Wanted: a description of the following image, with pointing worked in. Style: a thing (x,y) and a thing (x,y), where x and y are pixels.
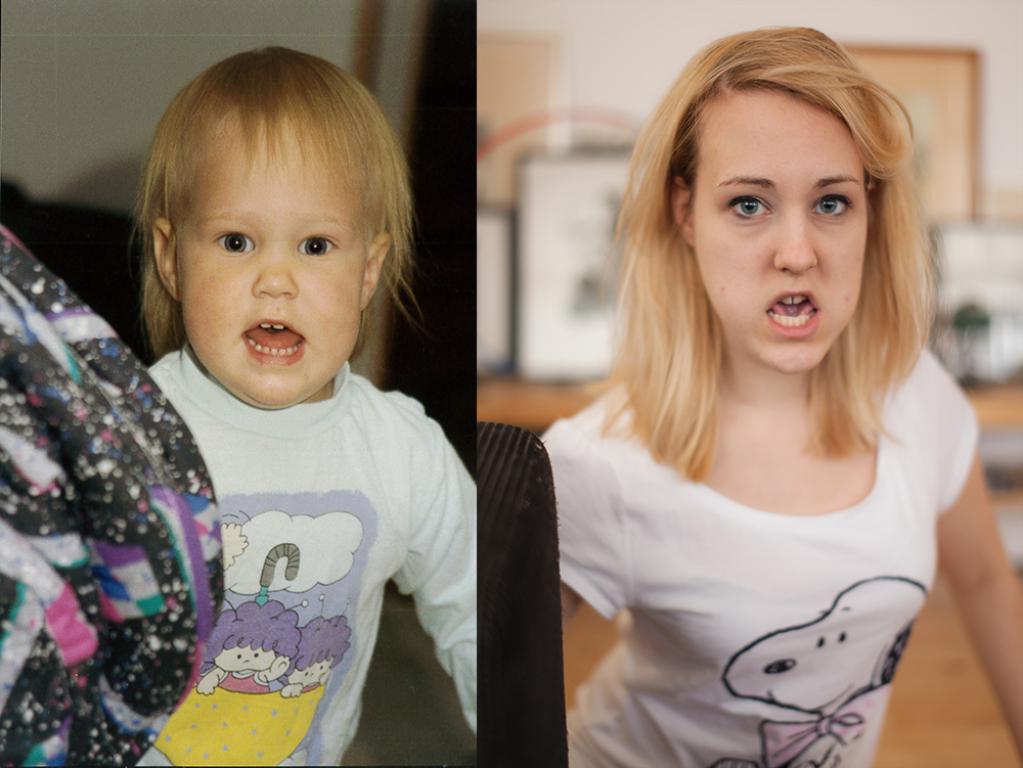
There is a collage image of two different pictures. In the first picture, we can see a kid (288,336) wearing clothes (282,627). In the second picture, we can see a lady (907,397) wearing clothes (681,556).
